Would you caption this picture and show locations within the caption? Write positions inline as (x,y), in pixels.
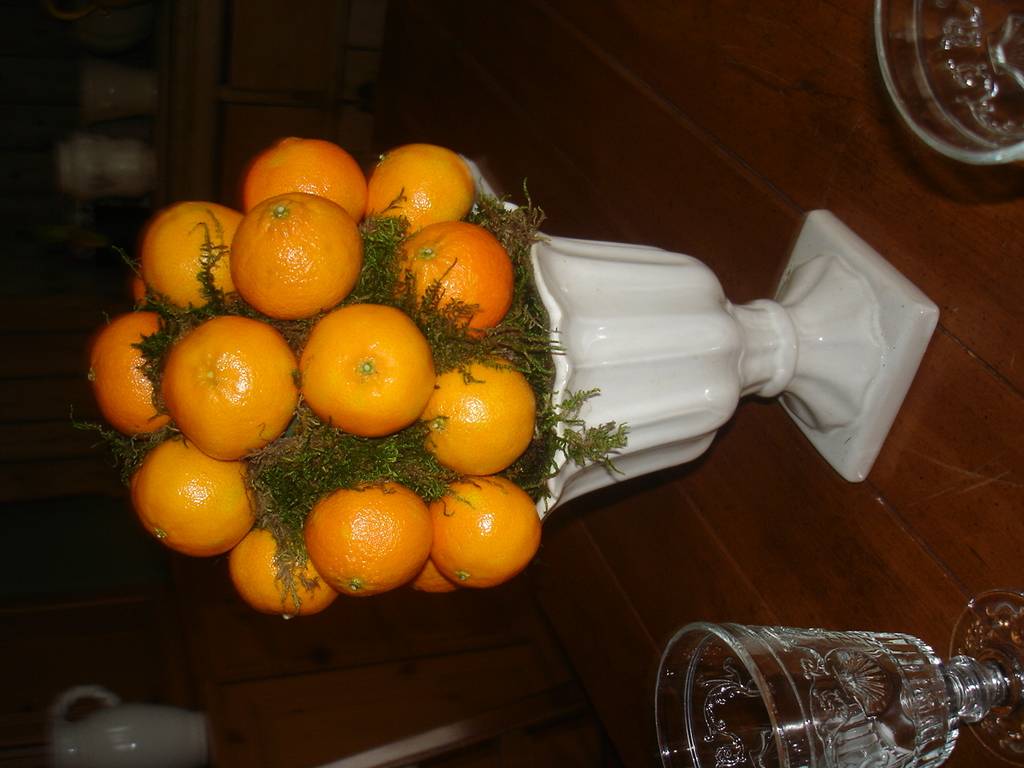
In this image we can see fruits (418,352) and leaves (508,356) in a vase (576,385). The vase (576,385) is placed on a wooden surface (936,514). At the bottom (808,762) we can see the glass (818,754). On the top right (959,82) there is a bowl (937,107). On the left side (47,392), we can see few objects (81,732) on the tables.
